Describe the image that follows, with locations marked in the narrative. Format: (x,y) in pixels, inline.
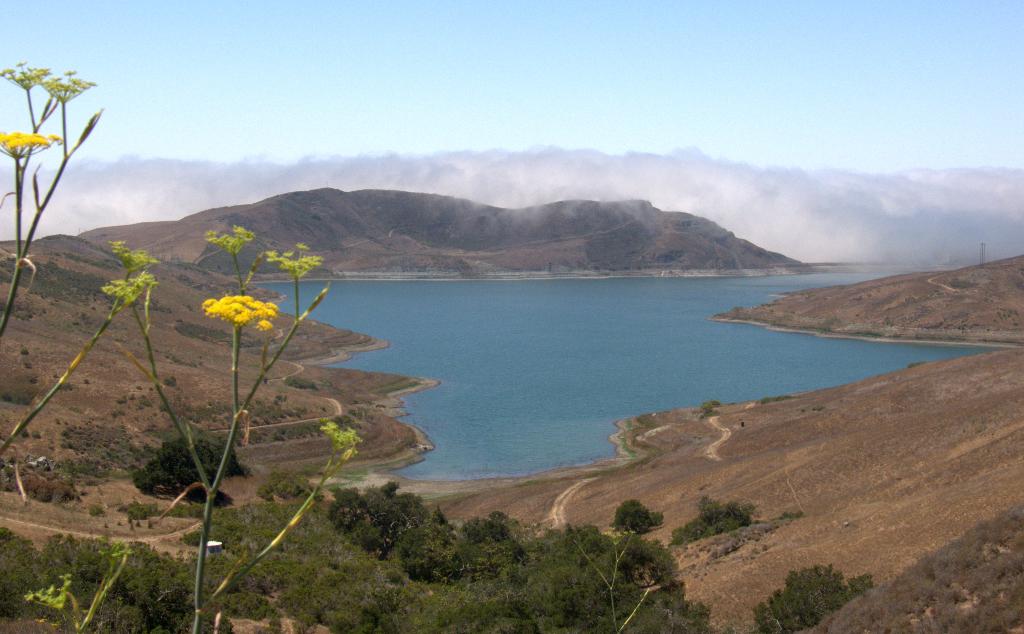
This picture is clicked outside. In the foreground (446,576) we can see the plants (380,581) and the ground (876,537). In the center (671,294) we can see a water body (543,330). In the background (388,38) we can see the sky (494,43), clouds (1011,236), hills (402,237) and some other objects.
